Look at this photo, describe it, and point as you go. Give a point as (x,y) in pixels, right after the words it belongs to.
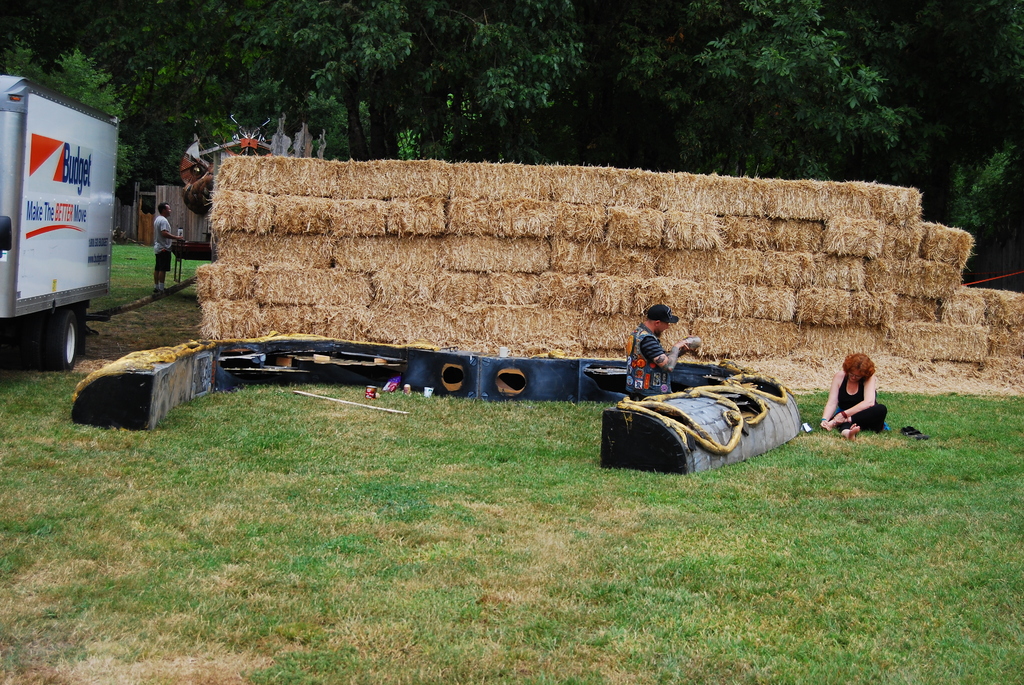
In the foreground of the image (315,600) we can see grass (218,600). In the middle of the image (634,317) we can see grass bundles (463,266), a vehicle (30,239), a lady (837,398) is sitting on the grass (833,455) and a person (648,376) is doing something. On the top of the image (310,102) we can see trees (473,127).
